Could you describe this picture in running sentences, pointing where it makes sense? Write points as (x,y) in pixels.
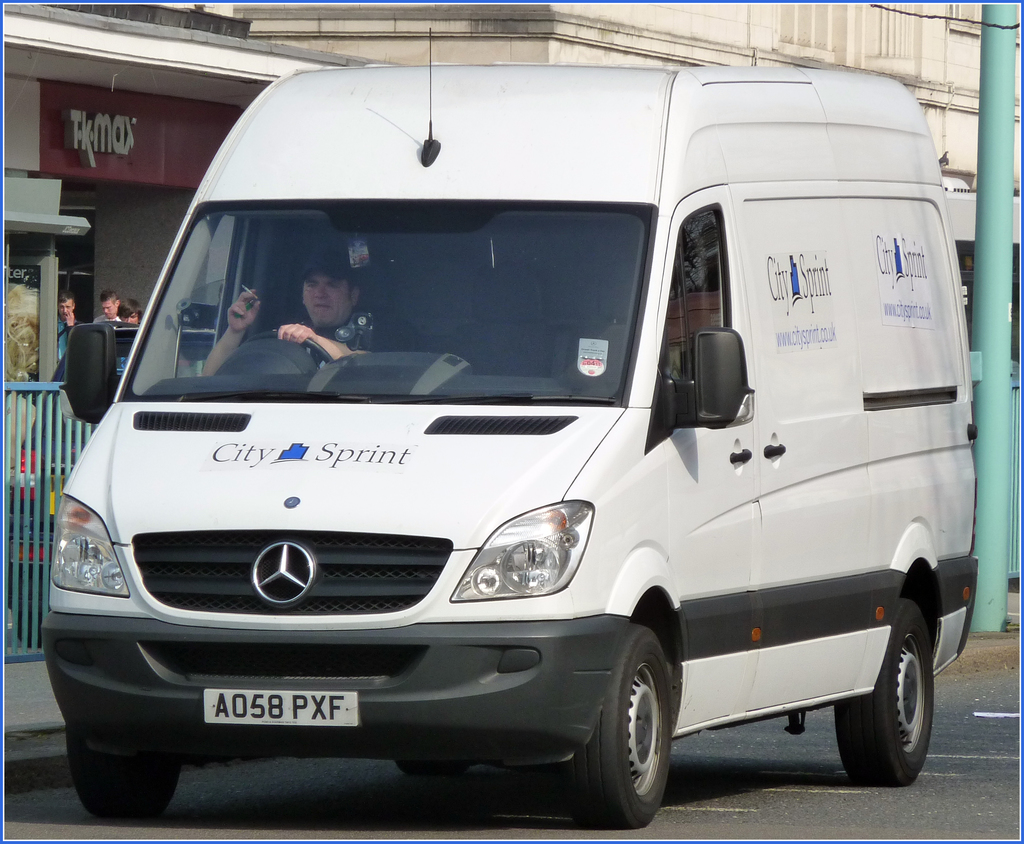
In this picture there is a man (341,347) who is sitting inside the van (260,578) and he is holding a cigarette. On the left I can see some people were standing in front of the door (67,289) and fencing (17,413). On the right (978,29) I can see the pole (992,71) and building (941,45).
